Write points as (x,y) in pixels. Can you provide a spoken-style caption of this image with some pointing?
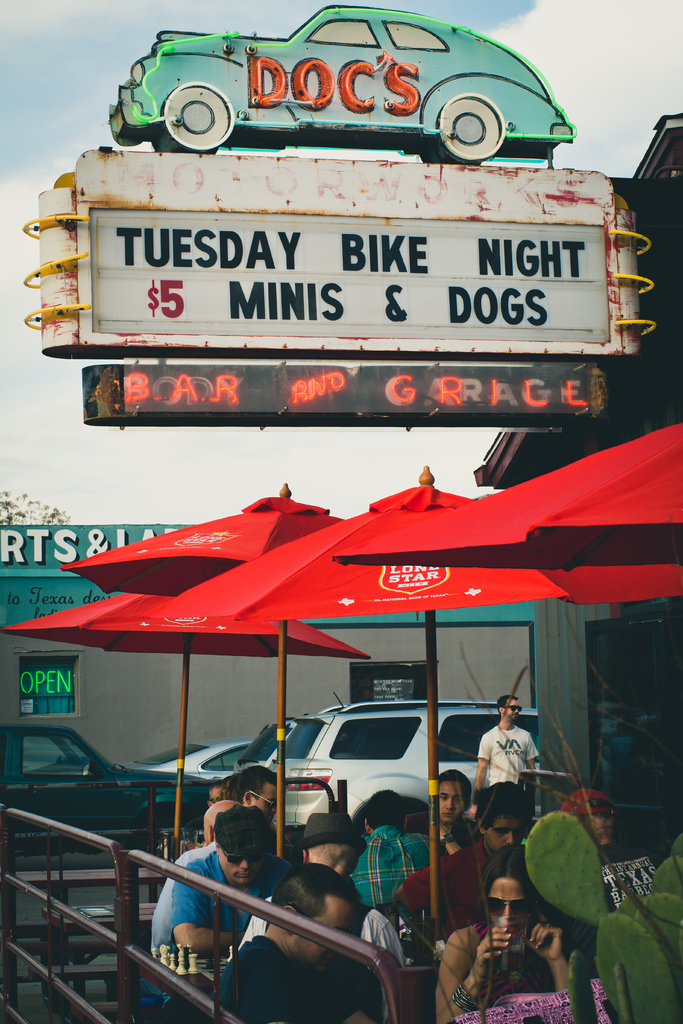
In this picture I can see number of people (321,855) in front (250,974), in which most of them are sitting on chairs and I can see the railings (25,821) and umbrellas (289,605) near to them. In the background (238,754) I can see the buildings (462,693), few cars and I see boards (175,417) on which something is written and I can see the sky (37,495) on the top of this picture (662,93).
